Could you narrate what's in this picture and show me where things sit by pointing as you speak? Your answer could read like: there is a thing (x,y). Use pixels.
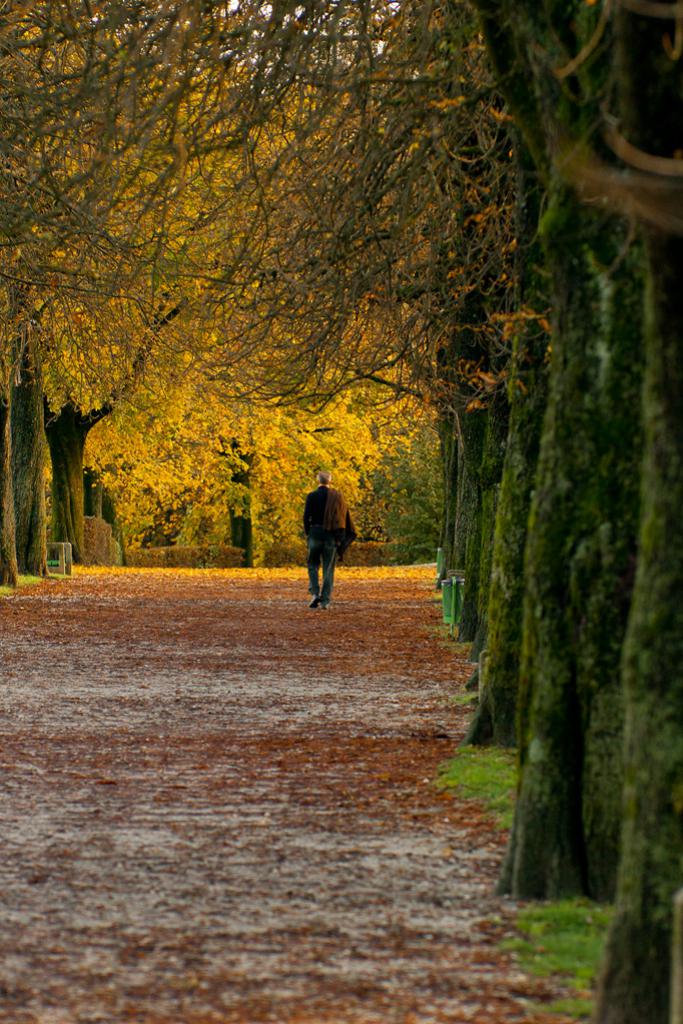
Here in this picture in the middle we can see a person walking on the ground (194,733) over there and beside him on either side we can see trees (519,413) present all over there and we can see some part of ground (517,788) is covered with grass (496,808) here and there.
